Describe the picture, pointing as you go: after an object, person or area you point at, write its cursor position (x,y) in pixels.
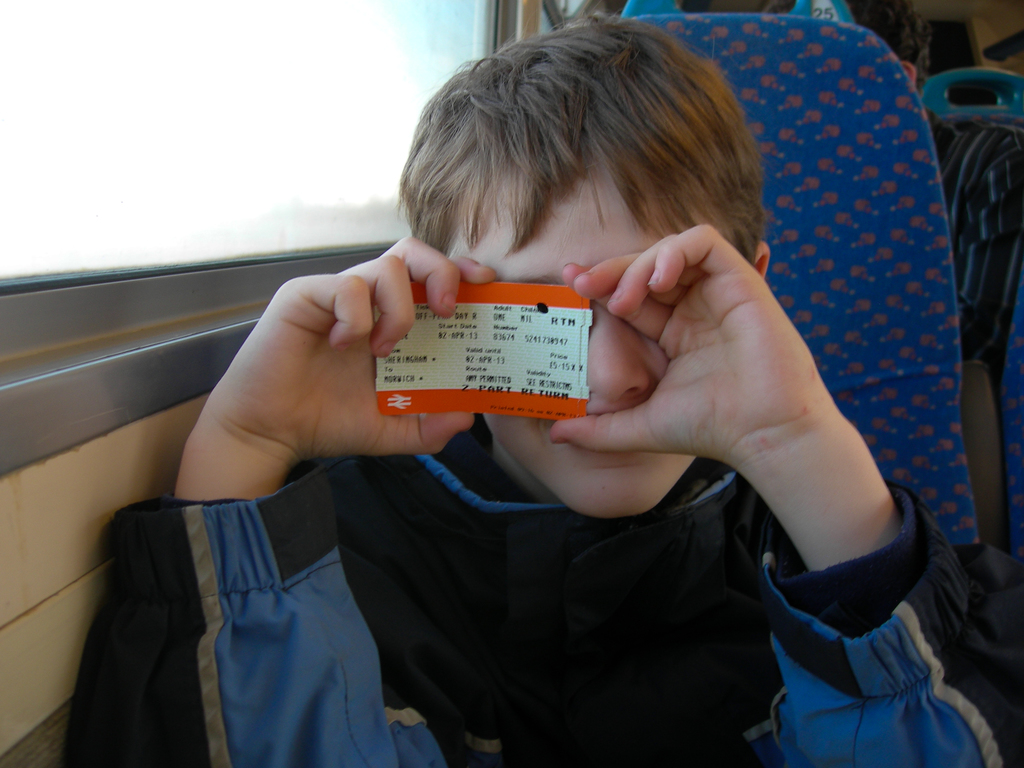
In this picture we can see a boy (481,469) is sitting on a seat (846,200) and holding a card (390,381). On the left side of the boy (367,520), there is a window (268,259). Behind the boy (559,453) there is another person (1005,175) is sitting.
